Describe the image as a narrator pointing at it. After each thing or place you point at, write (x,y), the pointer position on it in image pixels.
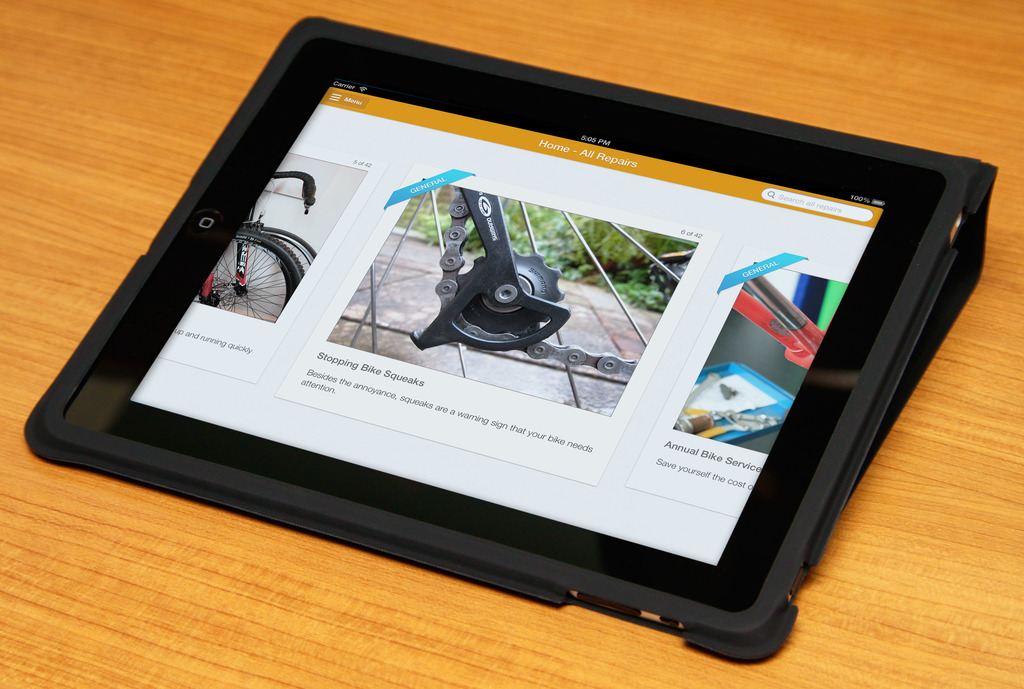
In the center of the image (392,316) there is an ipad (428,500) on the table (299,544).
